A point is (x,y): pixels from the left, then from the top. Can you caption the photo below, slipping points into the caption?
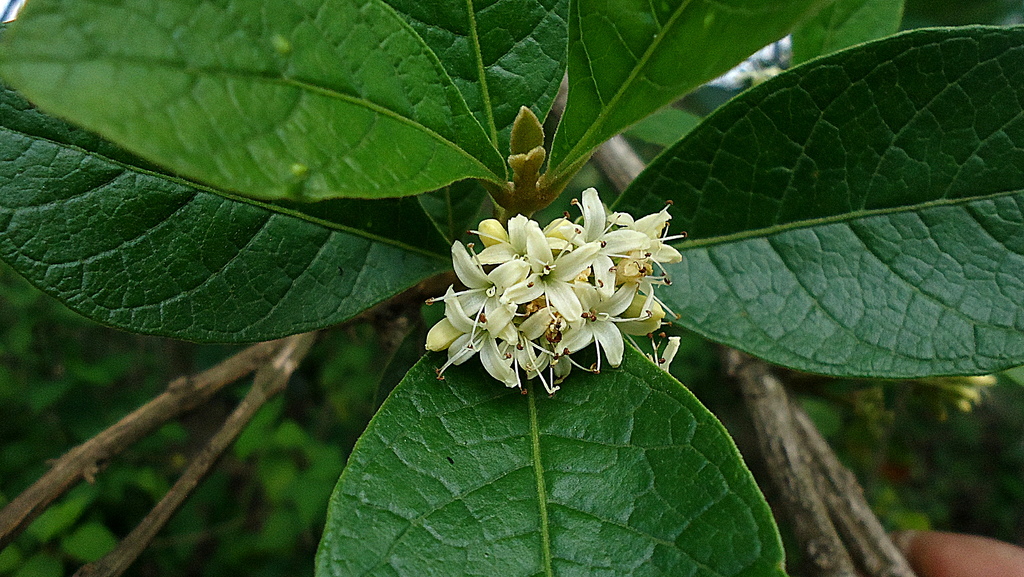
In the foreground of the picture (568,222) there are flowers (556,265), leaves (716,516) and stem (510,202). In the background (65,432) there is greenery (849,424) and stems (280,373).
